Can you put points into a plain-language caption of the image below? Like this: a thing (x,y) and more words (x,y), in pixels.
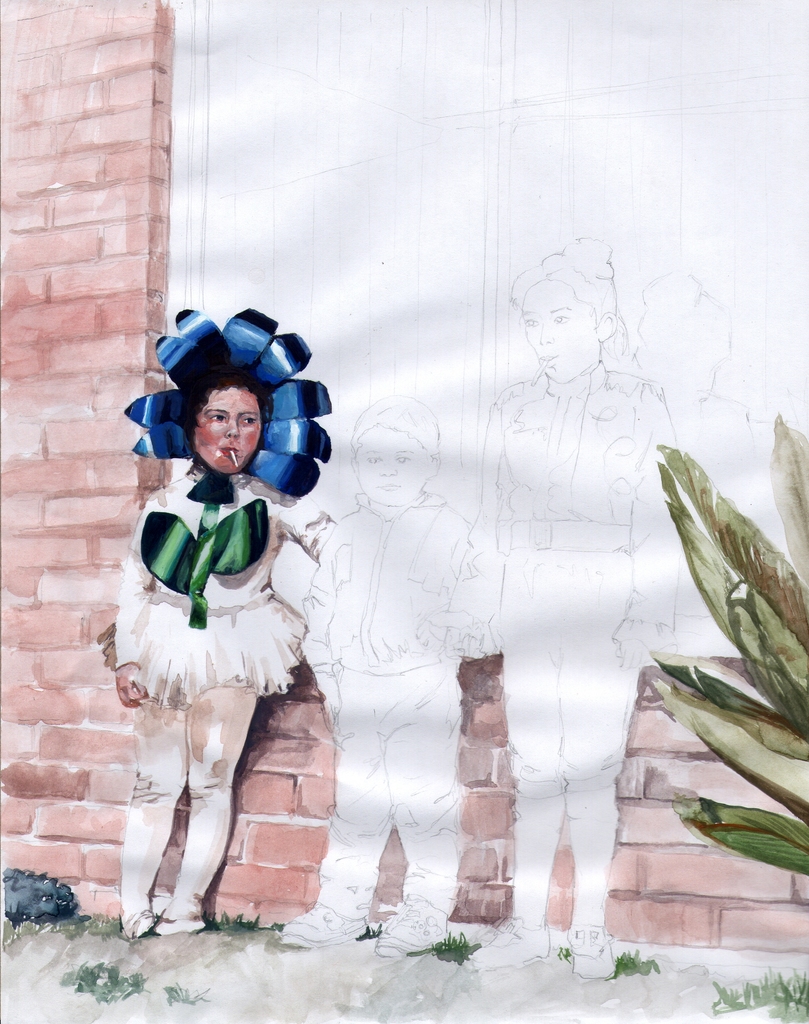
In this picture we can see a painted wall (457,801), in which we can see some people (406,571), plant (745,741) and window (403,108) to the brick wall (64,300).
